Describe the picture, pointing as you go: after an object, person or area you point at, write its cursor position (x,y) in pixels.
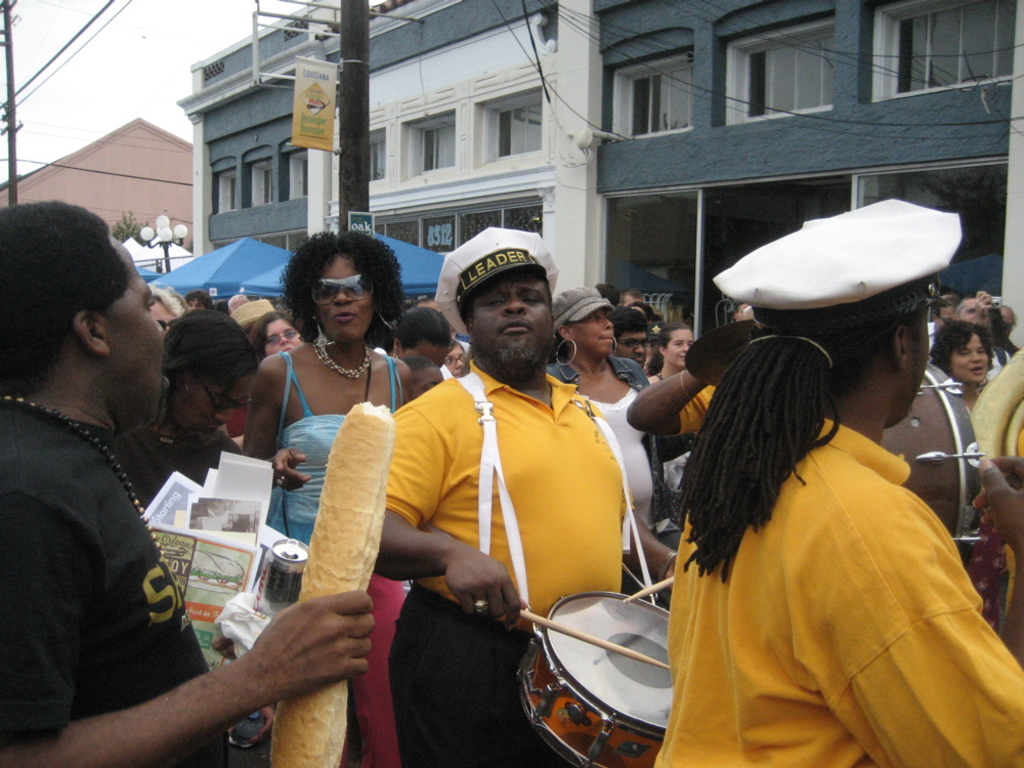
In this picture we have a group of people (154,293) standing and a person (448,487) is wearing a drum set (658,671) and wearing a cap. In the background (423,99) there buildings (400,153) with windows (409,144) and the sky (126,59) is clear.
